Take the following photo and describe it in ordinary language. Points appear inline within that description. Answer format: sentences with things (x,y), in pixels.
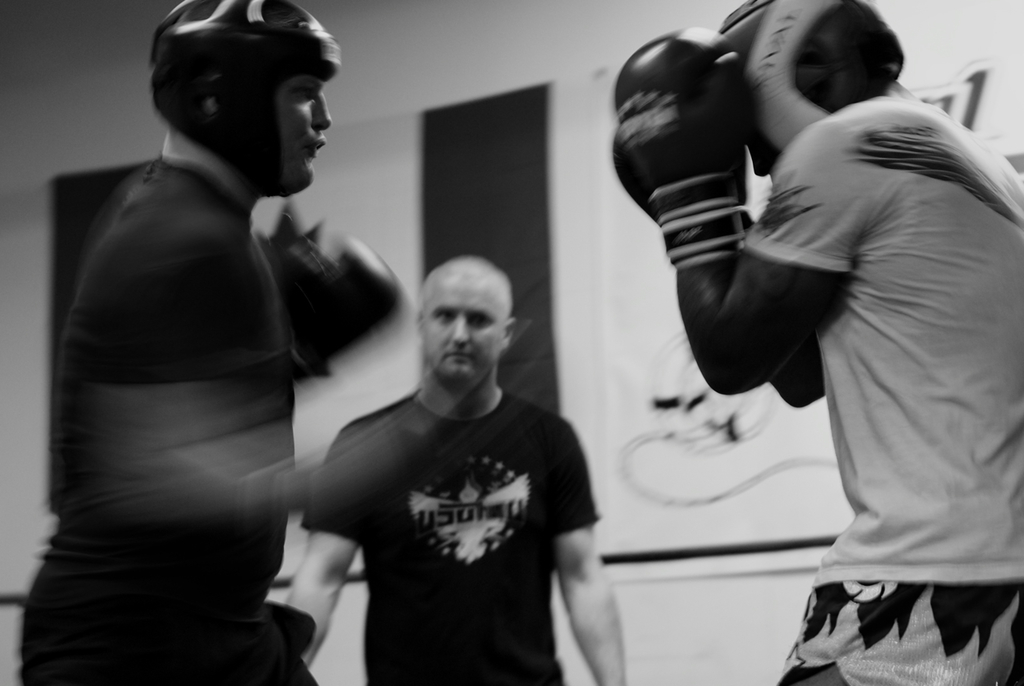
It is the black and white image in which there are two boxers (695,346) fighting with each other with the gloves (674,174). They are wearing the helmets (203,56). In between them there is a person (479,530) standing in the ring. In the background (560,612) there is a wall (450,69) on which there is a banner (456,214).
